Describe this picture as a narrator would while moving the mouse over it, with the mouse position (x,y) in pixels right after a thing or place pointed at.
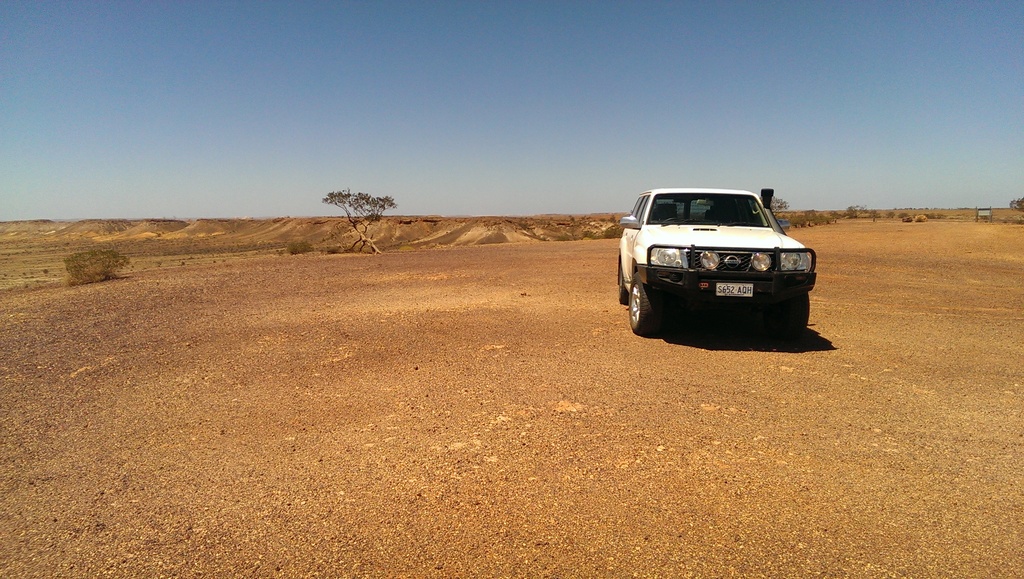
In this image we can see a car (758,211) on the ground (515,318). On the car (640,299) we can see a number plate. Behind the car (783,252) we can see a tree (372,241) and plants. At the top (464,54) we can see the sky (398,54).
